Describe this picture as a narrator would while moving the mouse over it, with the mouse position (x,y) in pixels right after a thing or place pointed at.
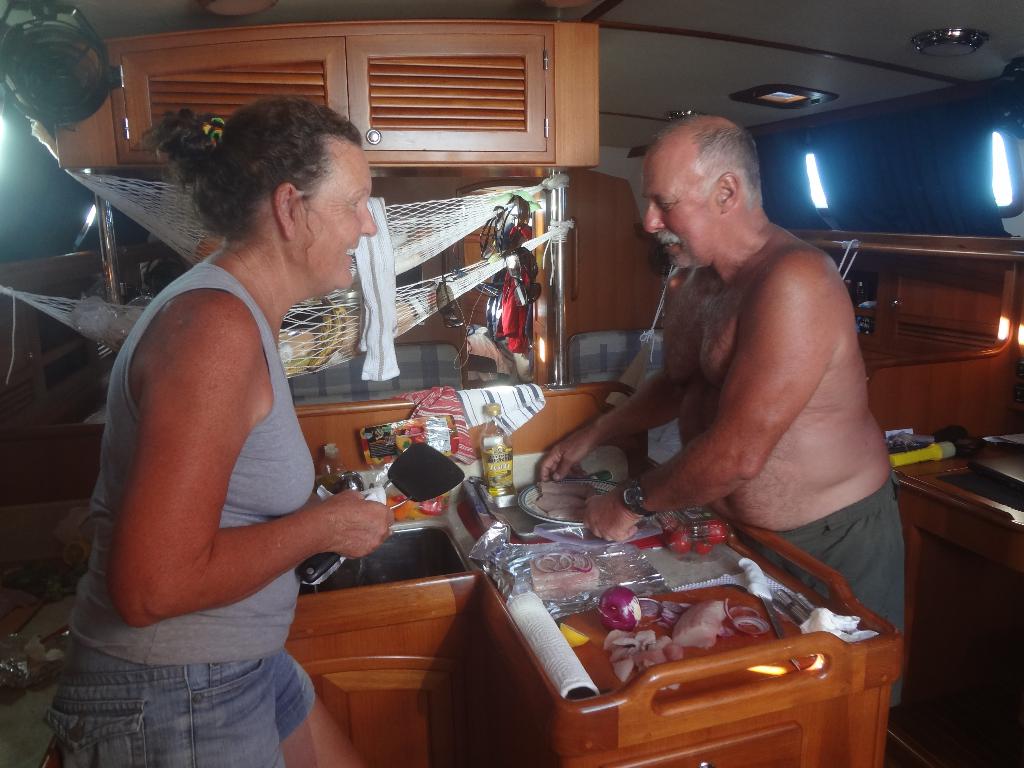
In this picture we can see a woman (118,367) holding an object (437,477) with her hand (335,498) and smiling and in front of her we can see a man (843,511) standing, plate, onion (626,628), aluminium foil (512,570), bottles (487,477), goggles (505,234), cupboards (432,157) and some objects (630,642) and in the background (816,192) we can see the lights (1006,154).
